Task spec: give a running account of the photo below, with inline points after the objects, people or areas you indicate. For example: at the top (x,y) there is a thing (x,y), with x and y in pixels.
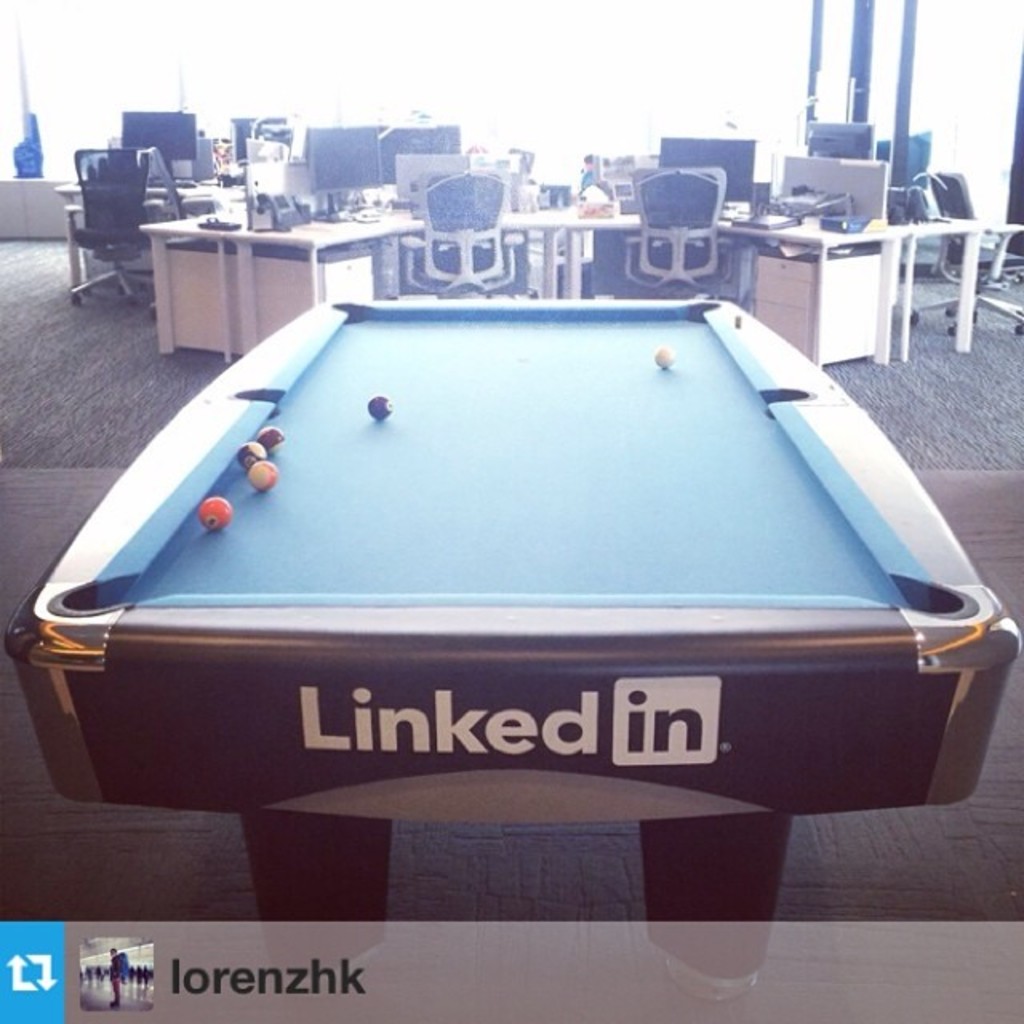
In the center of the image (374,414) some balls (268,473) placed on the snooker table (674,785). In the background (950,312), we can see some chairs (661,225) on the ground (508,295), some display screens (728,177) and some devices (275,220) placed on the tables (886,258). On the right side (820,38), we can see some poles (859,88). At the bottom of the image (320,976) we can see some picture (147,1004) and text (263,985).
